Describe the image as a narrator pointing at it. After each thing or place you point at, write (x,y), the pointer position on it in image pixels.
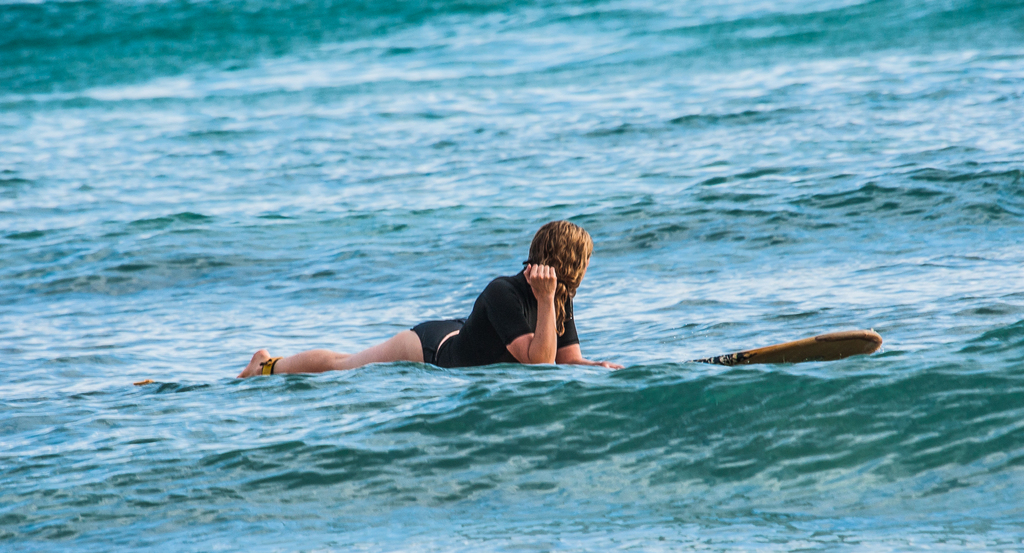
In this there is a woman (459,332) surfing on the water (705,353). She is lying on the surfboard (771,355). There is water (509,81) in the image.
